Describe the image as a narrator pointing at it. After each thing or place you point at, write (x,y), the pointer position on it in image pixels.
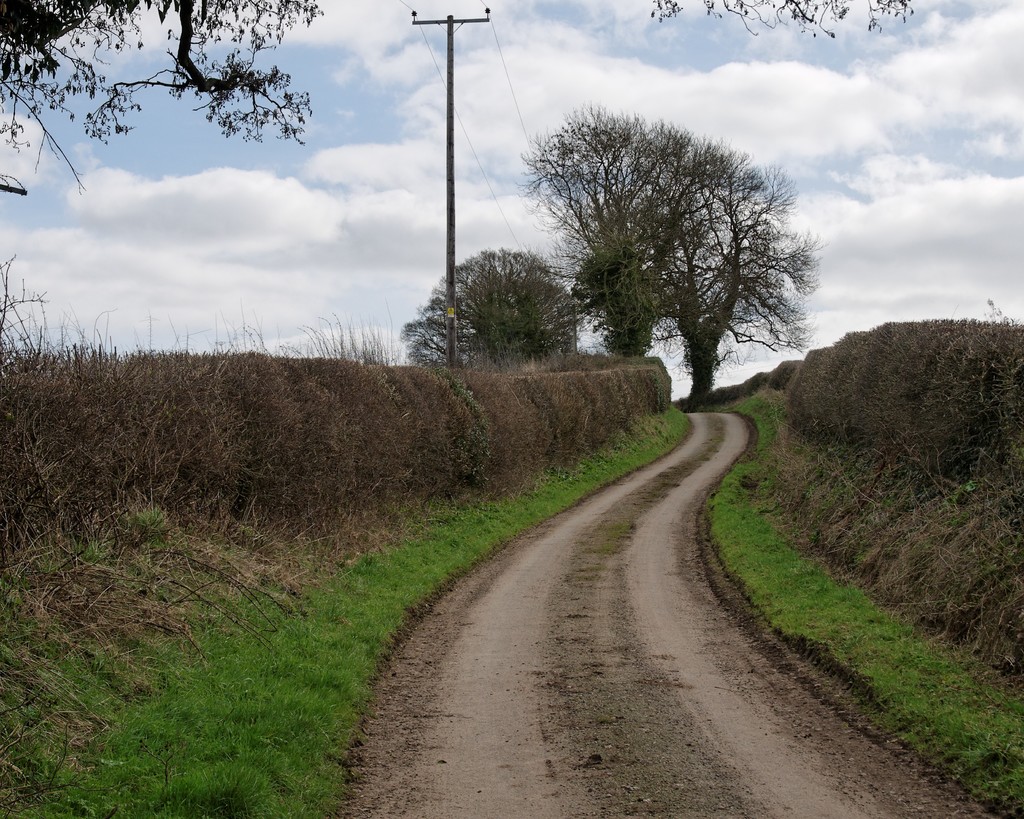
In this image, I can see the trees (629,340) with branches (751,283) and leaves (642,348). I think this is the grass (555,492). These look like the bushes (812,390). I can see a pathway (639,557). These are the clouds (441,260) in the sky (581,99). This is a current pole (453,81) with the current wires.
